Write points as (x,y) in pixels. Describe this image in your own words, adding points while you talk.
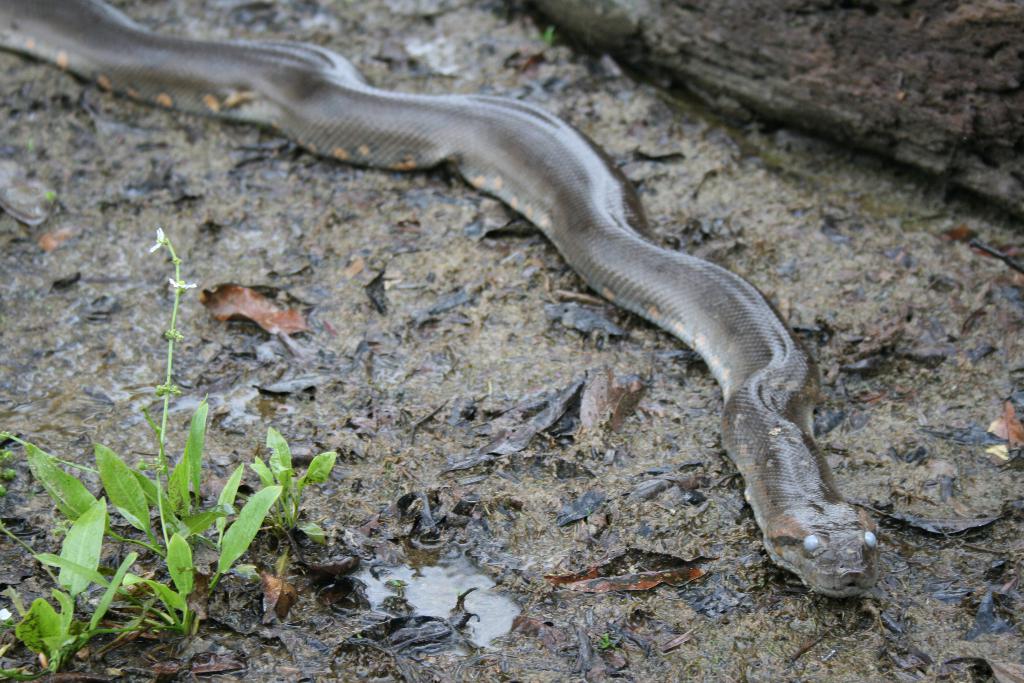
This picture shows a snake (6,9) on the ground (602,107) and we see grass (64,622).
